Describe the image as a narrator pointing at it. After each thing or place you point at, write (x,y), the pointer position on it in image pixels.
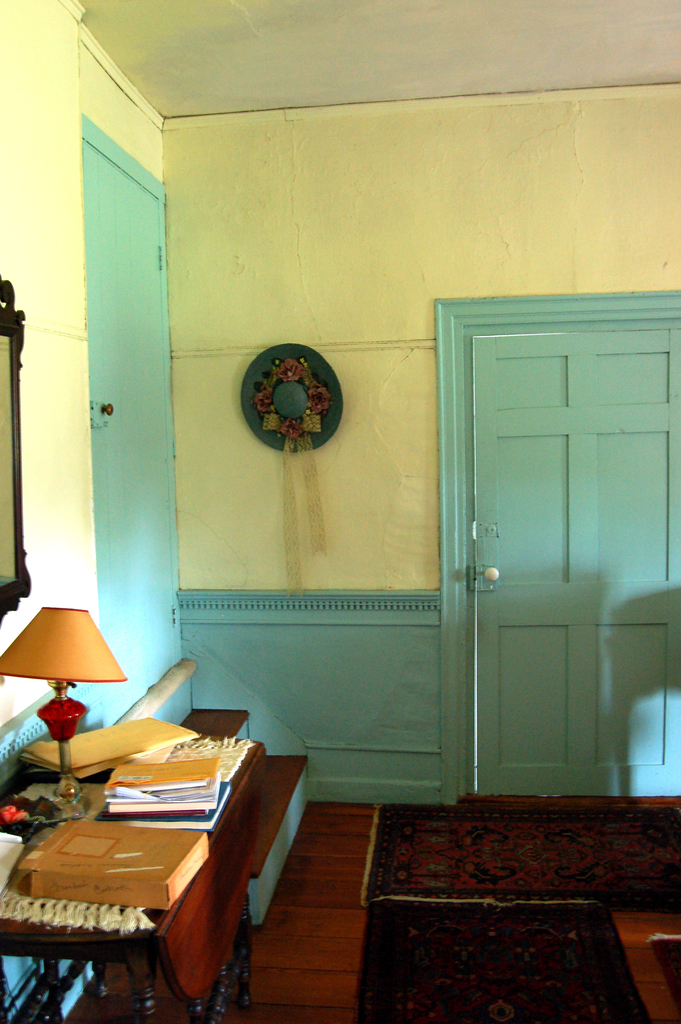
On the left side (162,794), there are books (145,815), a box (134,871) and a light (69,746) arranged on a table (20,841) which is on a floor (259,930), on which, there are mats (557,851) arranged. On the right side (598,344), there is a blue color door (492,521). Beside this door (613,447), there is an object (310,400) on the yellow color wall (253,299). Above this, there is a ceiling (269,39).
